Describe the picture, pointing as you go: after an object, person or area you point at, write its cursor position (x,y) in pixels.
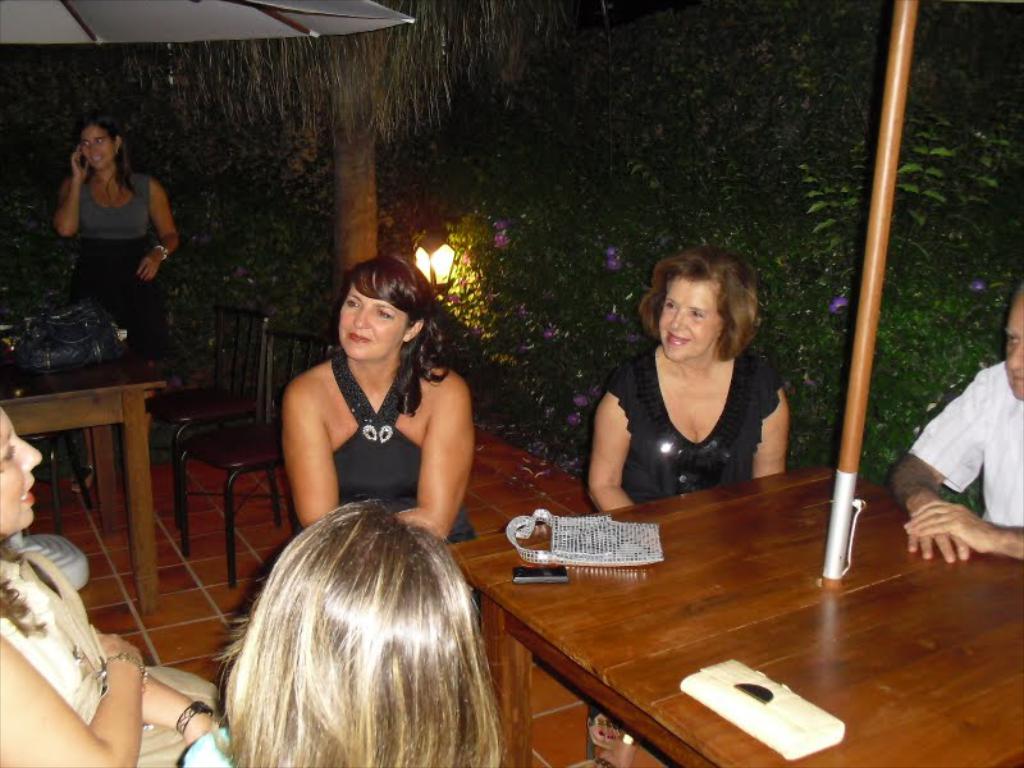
In the image we can see few persons (647,330) were sitting on the chair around the table (732,542) and they were smiling. On table (801,669) we can see bag (585,534), phone (541,576) and wallet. In the background (438,161) there is a tree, light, plant (259,232), flower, table (137,422), empty chair (260,445), handbag (54,352) and one person (131,273) standing.
